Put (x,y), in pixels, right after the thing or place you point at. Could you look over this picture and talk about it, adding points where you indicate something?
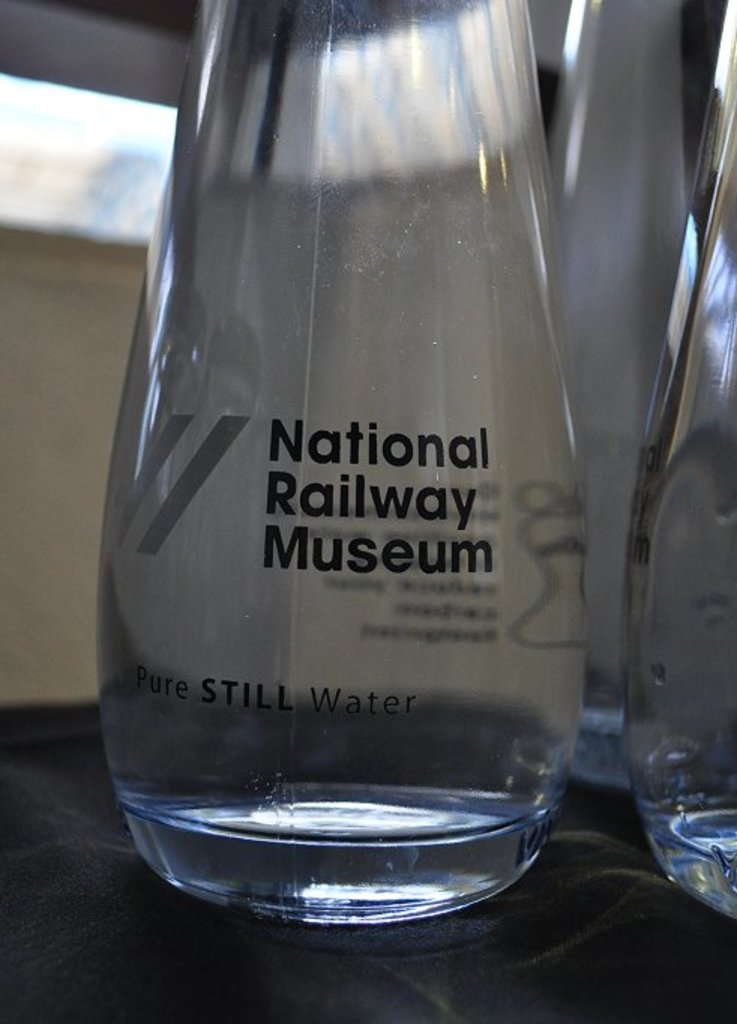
In this image I can see that few couple of bottles (443,523) of glass (352,541).
